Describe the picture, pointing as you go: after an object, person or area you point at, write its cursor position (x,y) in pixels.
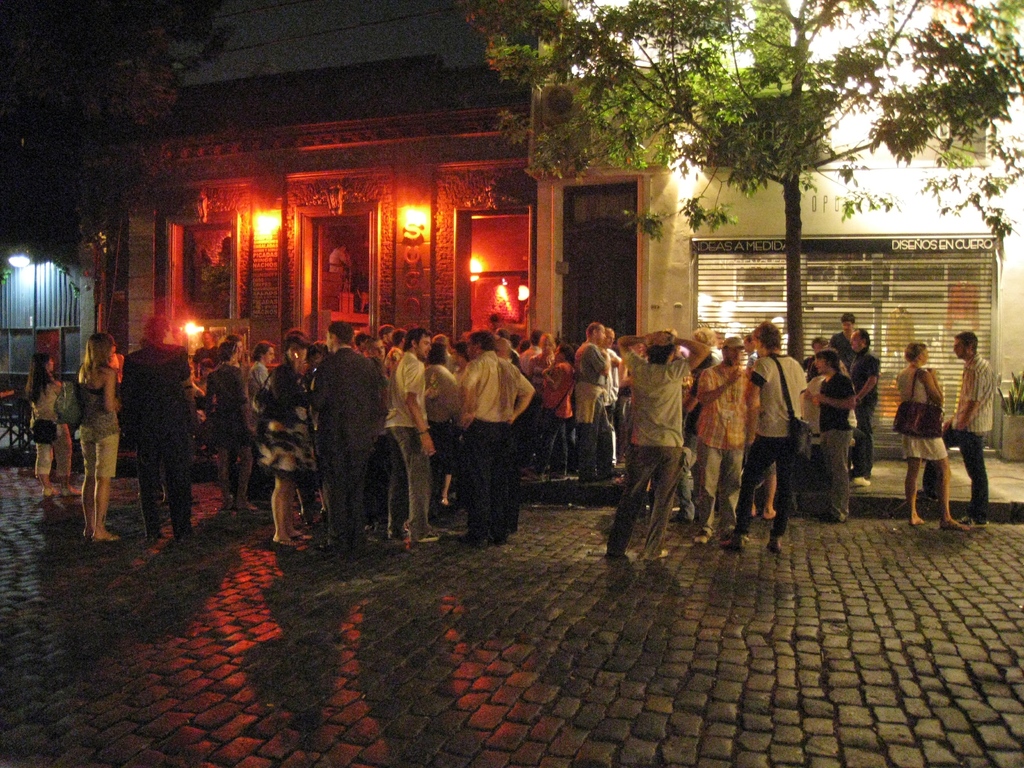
In this image we can see few people (367,428) are standing, buildings (660,175), doors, lights (679,141) on the wall (410,128), trees (514,123), plants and objects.
